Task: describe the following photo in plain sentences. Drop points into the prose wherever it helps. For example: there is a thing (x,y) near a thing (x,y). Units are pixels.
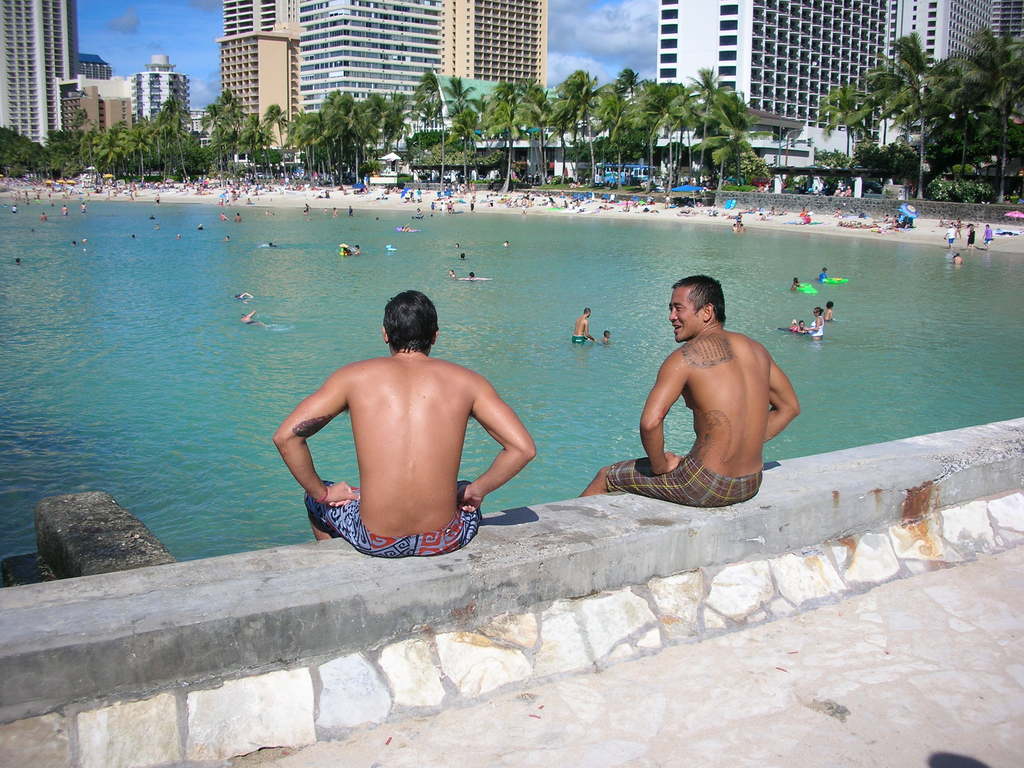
There are two persons (471,369) in shorts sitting on the wall (542,533). Beside this wall (968,492), there is water (39,235) in which, there are persons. In the background (84,185), there are persons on the ground (718,215), there are trees (709,85), buildings (742,47) and there are clouds (556,41) in the blue sky (159,35).
